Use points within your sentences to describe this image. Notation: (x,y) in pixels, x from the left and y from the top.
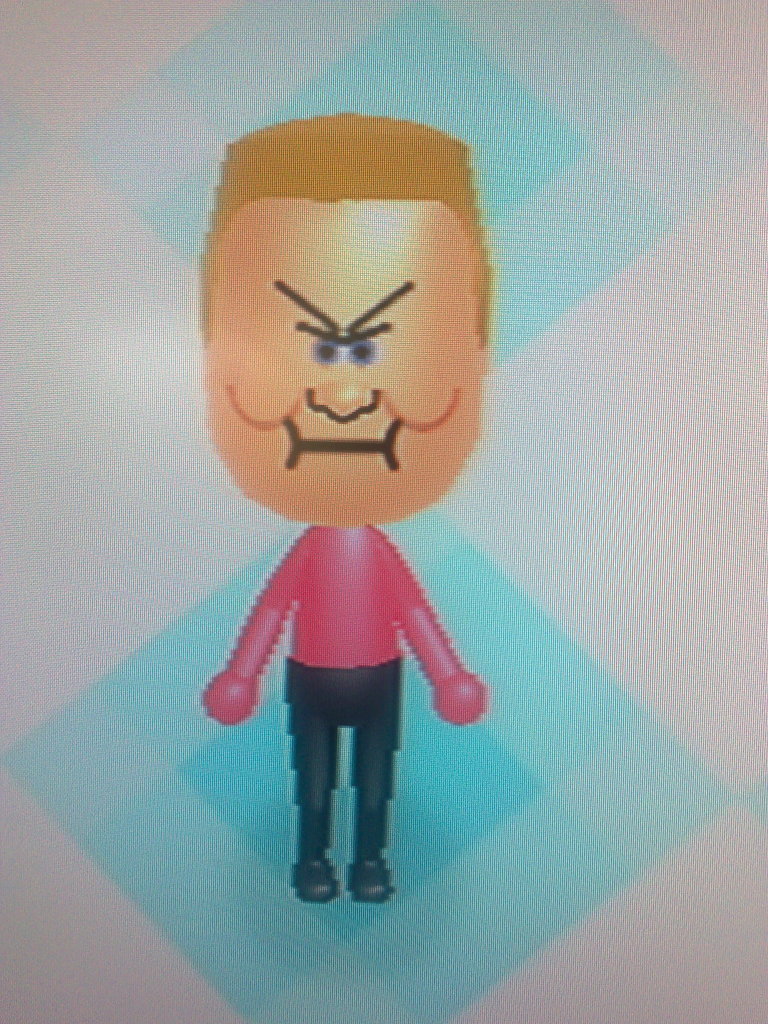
In the middle of the picture (355,460) we can see cartoon image (399,453) of a person (356,479).
